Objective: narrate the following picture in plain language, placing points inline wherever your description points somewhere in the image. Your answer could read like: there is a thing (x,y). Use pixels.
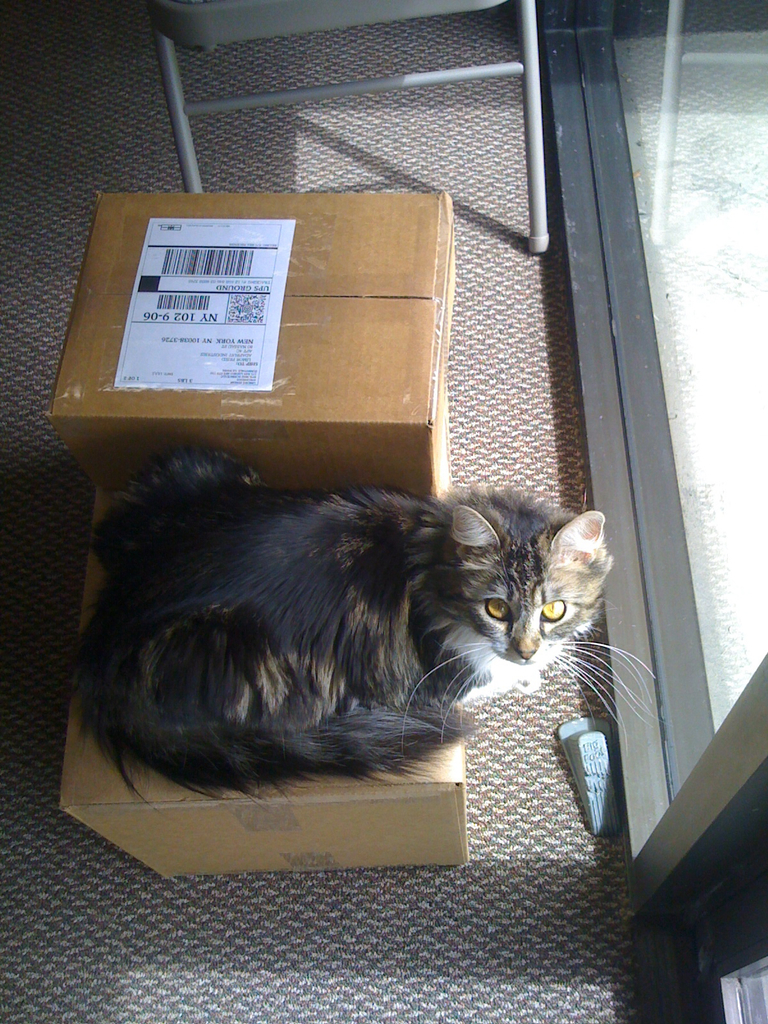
In this image I can see a cat (319,646) sitting on the cardboard box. It is in black and brown color. I can see paper (233,278) is attached to the cardboard (145,230). In front (679,758) I can see a glass door (686,241) and chair (341,6).
